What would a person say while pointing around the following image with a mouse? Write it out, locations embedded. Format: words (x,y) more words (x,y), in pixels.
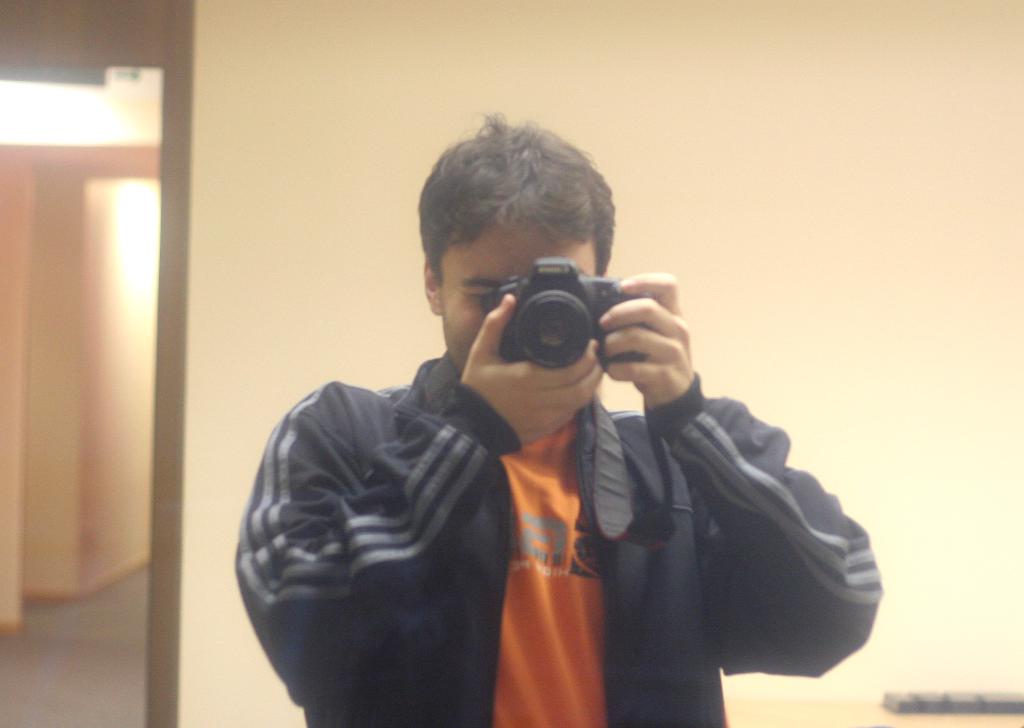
In this image there is a man (549,385) standing and taking a picture by a camera (527,283) in back ground (342,56) there is a door (168,173), wall (219,163).
